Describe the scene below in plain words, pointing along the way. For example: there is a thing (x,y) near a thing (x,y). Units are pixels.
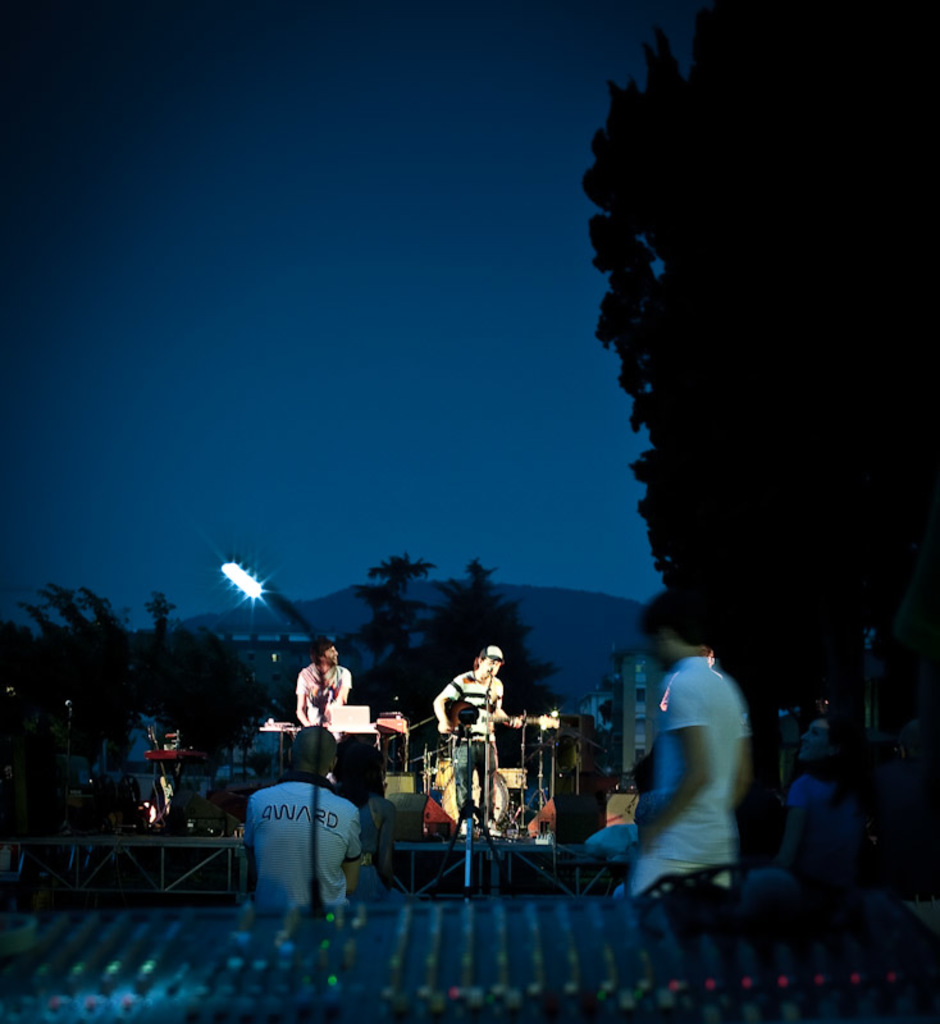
It is a music concert two people (467,698) were playing the music and there are different instruments (442,767) around them, in front of the musicians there are a group of people (643,763) and there are many trees (450,634) around that area (10,804), in the background (450,416) there is a sky (459,406).
